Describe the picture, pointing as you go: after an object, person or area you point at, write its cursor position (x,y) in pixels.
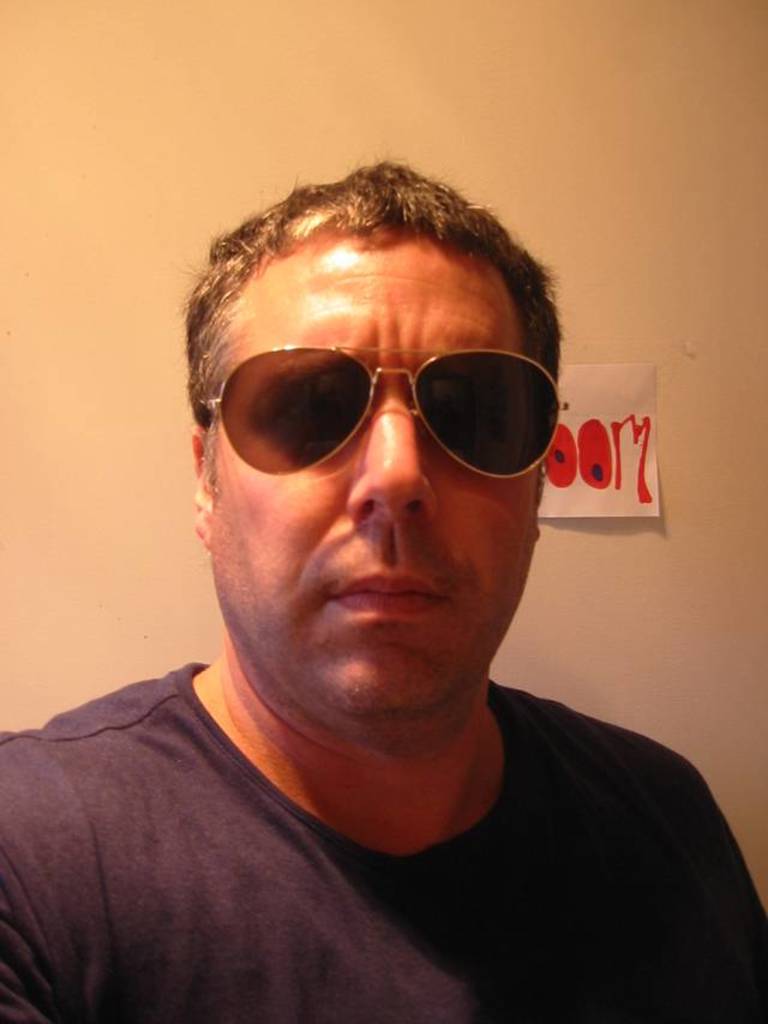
In this image there is one person (262,681) is wearing goggles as we can see in middle of this image (380,634). There is a wall (122,353) in the background (296,142). There is one paper (620,390) is attached on the wall (648,355) on the right side of this image (644,454).
